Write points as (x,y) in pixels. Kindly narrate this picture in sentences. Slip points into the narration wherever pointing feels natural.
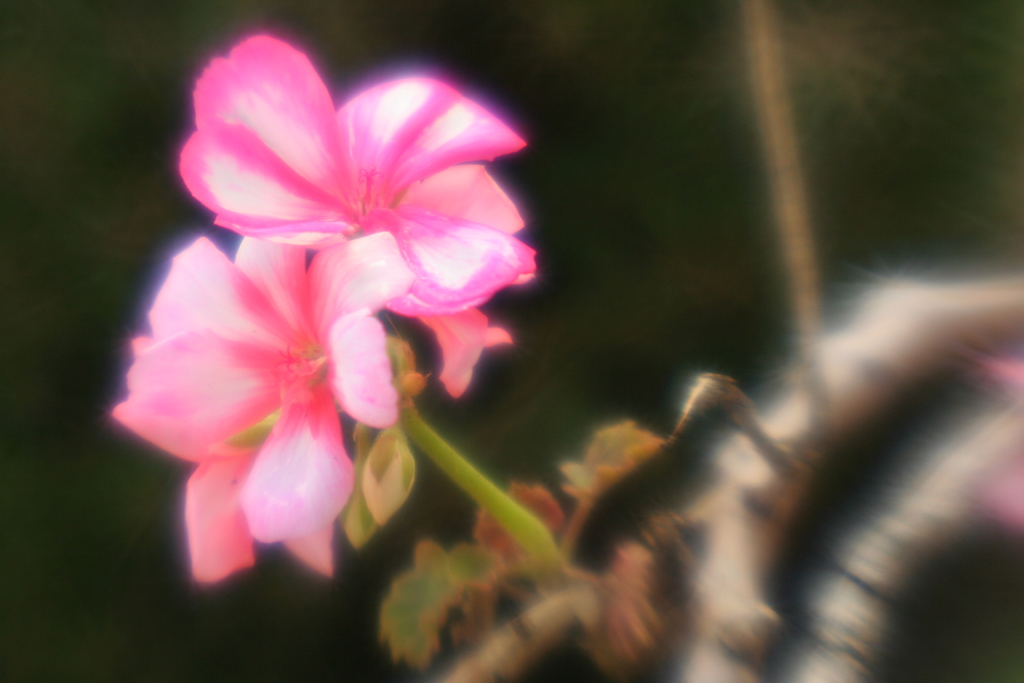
In this image, I can see the flowers (329,493) to a stem (413,434). These flowers (380,420) are pink in color. The background (37,471) looks blurry. On the right side of the image (709,626), these look like the branches (890,342). I think this picture looks slightly blurred.
